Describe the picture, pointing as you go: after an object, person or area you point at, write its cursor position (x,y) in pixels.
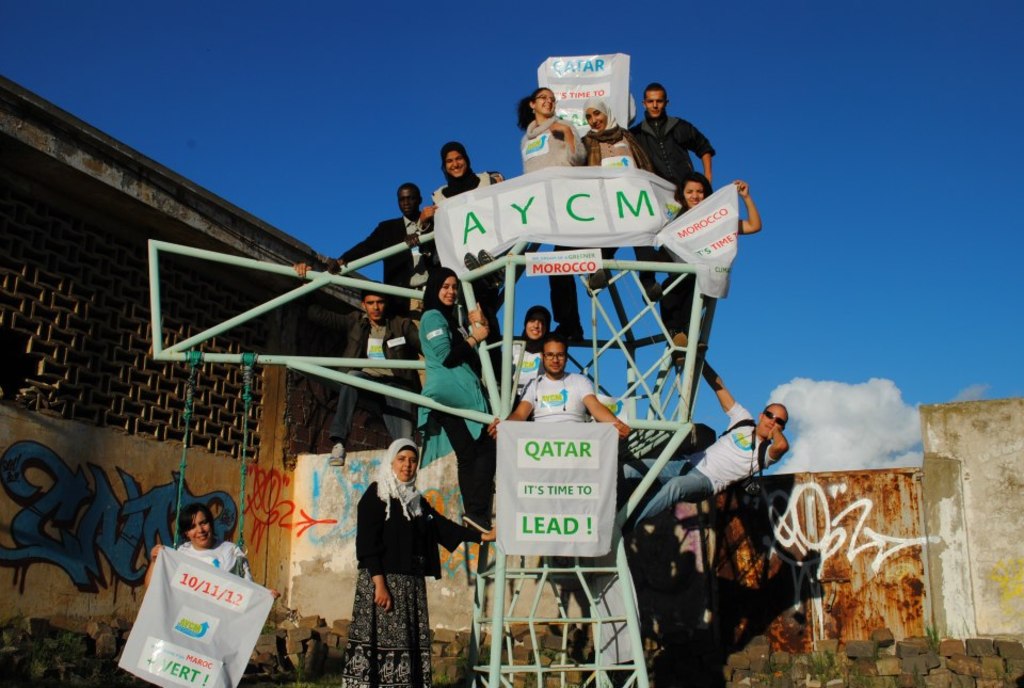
In this picture we can see a group of people (399,500) standing and smiling where some are holding posters (714,208) with their hands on a stand (687,363), shed (214,291), wall (198,435) with a painting (115,494) on it and in the background (858,186) we can see the sky (751,186) with clouds (863,396).
